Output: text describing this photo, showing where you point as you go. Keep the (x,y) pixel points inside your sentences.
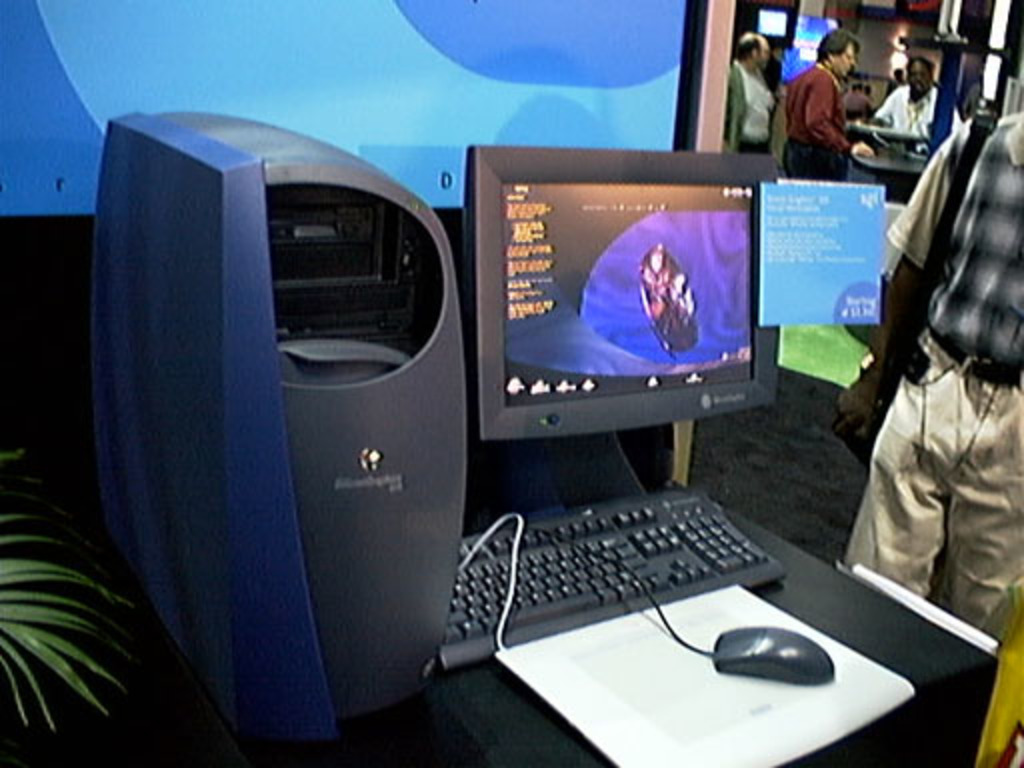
In the image I can see a table (302,750) on which there is a screen (719,412), mouse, keyboard (629,516) and also I can see some other people (904,296) to the side.
